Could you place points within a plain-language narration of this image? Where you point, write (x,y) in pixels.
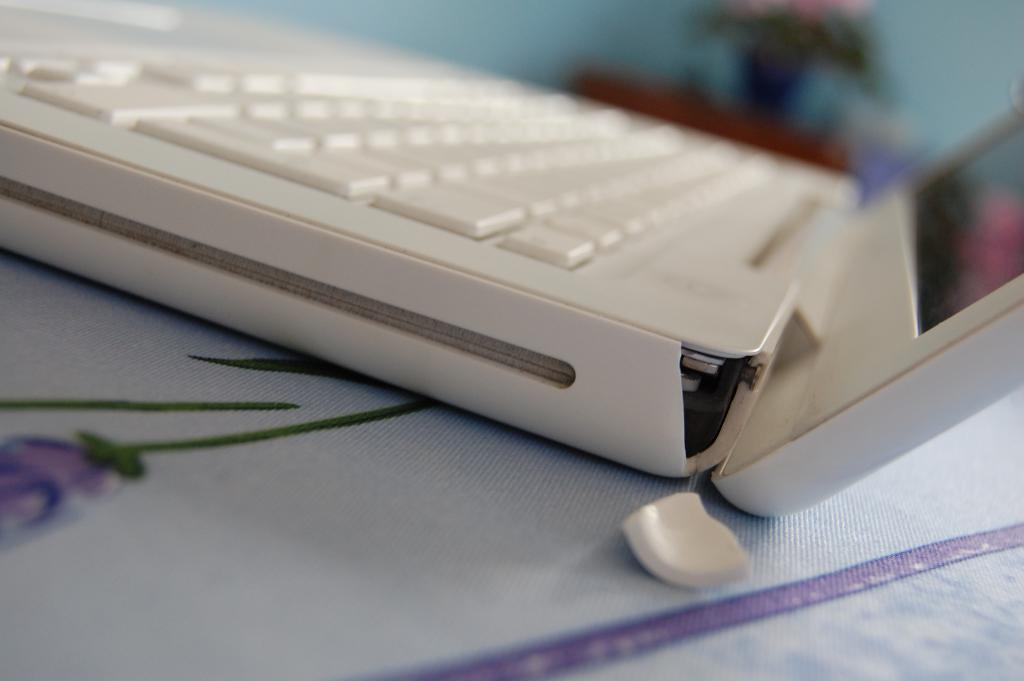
In this image there is laptop (678,326) in the center (533,299) and the background (892,84) is blurry.
